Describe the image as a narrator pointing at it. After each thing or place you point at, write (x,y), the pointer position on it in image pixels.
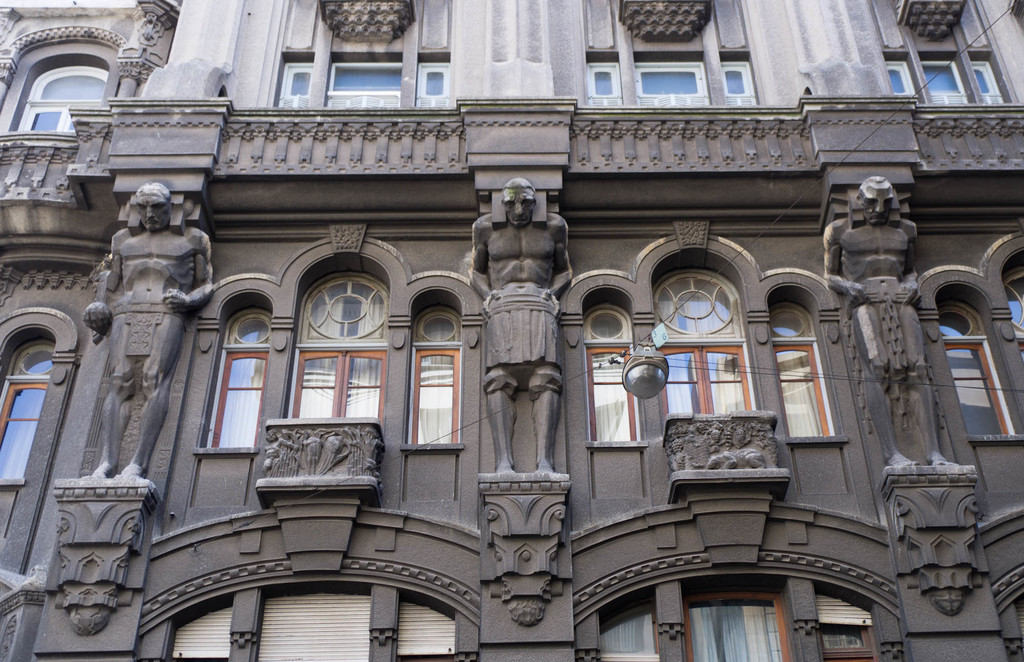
Here in this picture we can see a building (976,203) present and we can see windows (50,108) on it over there and on its pillars (174,404) we can see statues (189,285) carved over there.
